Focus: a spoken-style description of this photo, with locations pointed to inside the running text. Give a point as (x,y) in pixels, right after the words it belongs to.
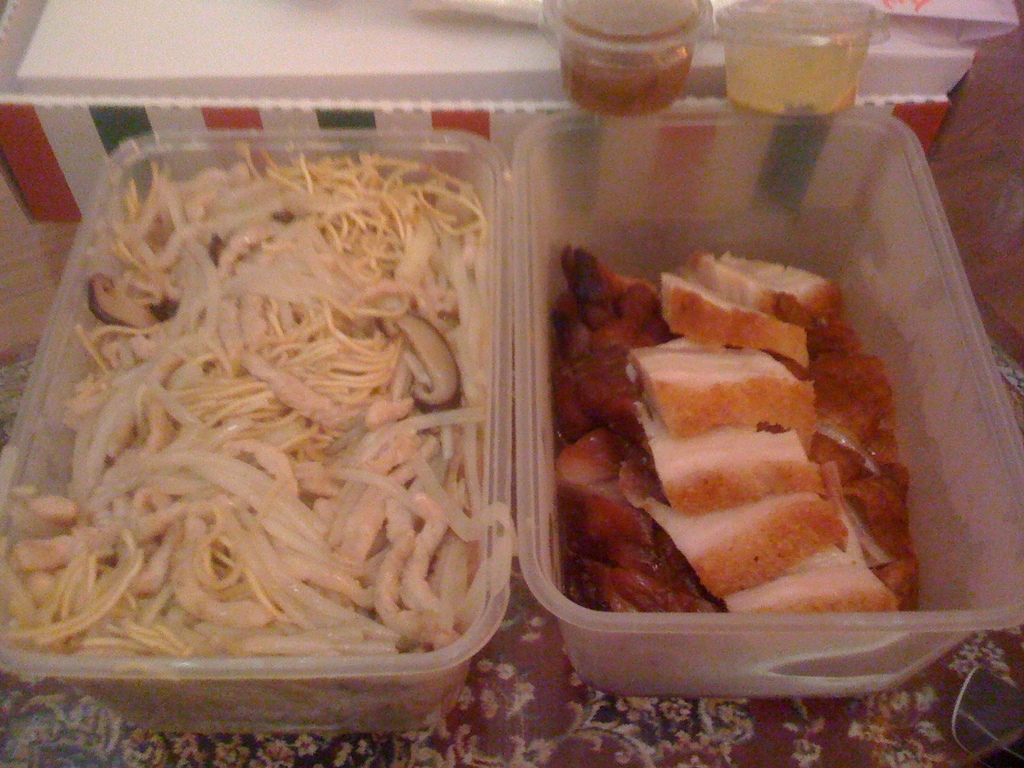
In this image there is a table (1023,369), on that there are trays (476,182), in that trays (759,157) there is a food item (609,379).
